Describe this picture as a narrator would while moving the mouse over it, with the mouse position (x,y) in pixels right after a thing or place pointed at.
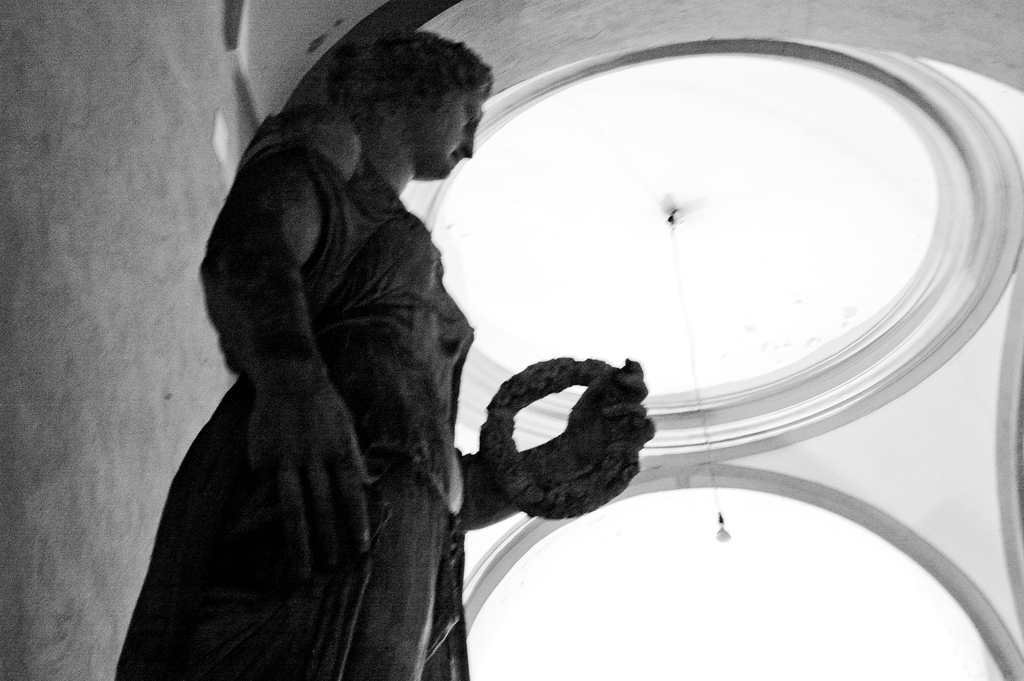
In this image in the front (367,364) there is a statue (363,365). In the background (690,296) there is a light (675,242) hanging and there is a wall (17,531).
